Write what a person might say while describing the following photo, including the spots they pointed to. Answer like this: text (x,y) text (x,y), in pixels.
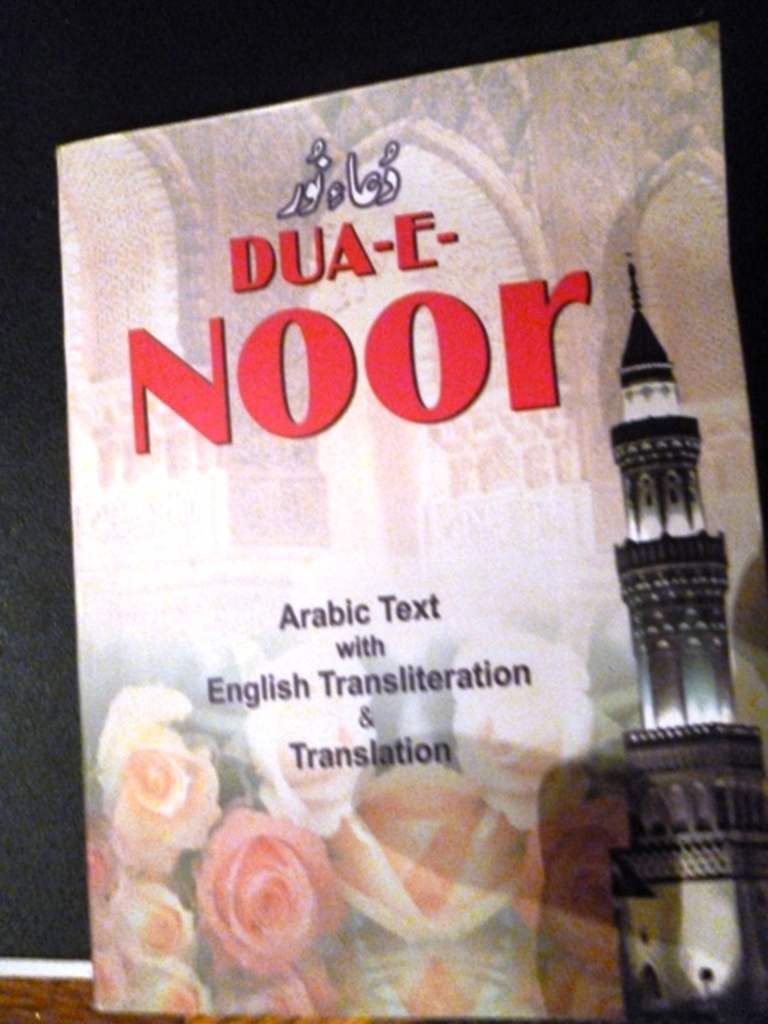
In this picture there is a book (475,523). On the book (581,259) there is a picture (763,760) of a tower (703,903) and there is a text (412,381) and there are pictures (366,905) of flowers (456,842) and there is a picture (532,248) of a building (532,248). At the back (56,96) there is a black background (20,200). At the bottom (43,1011) there is a brown color background (77,1003).
